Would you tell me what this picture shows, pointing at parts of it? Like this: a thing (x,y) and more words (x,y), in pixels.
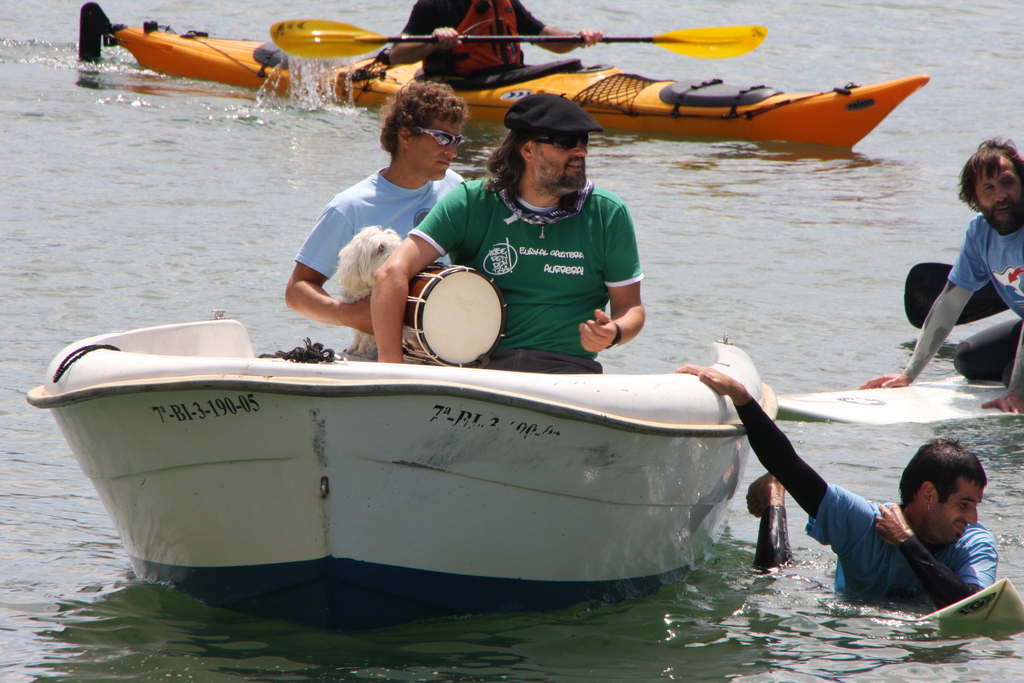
Here in this picture we can see a white boat (382,443) in the water (108,639). In that white boat (355,365) there are two persons (474,237) sitting on it. We can see a drum (465,294). And in the water (915,443) there are two persons (911,464). And in the orange color boat (658,100) there is a person (477,69).
